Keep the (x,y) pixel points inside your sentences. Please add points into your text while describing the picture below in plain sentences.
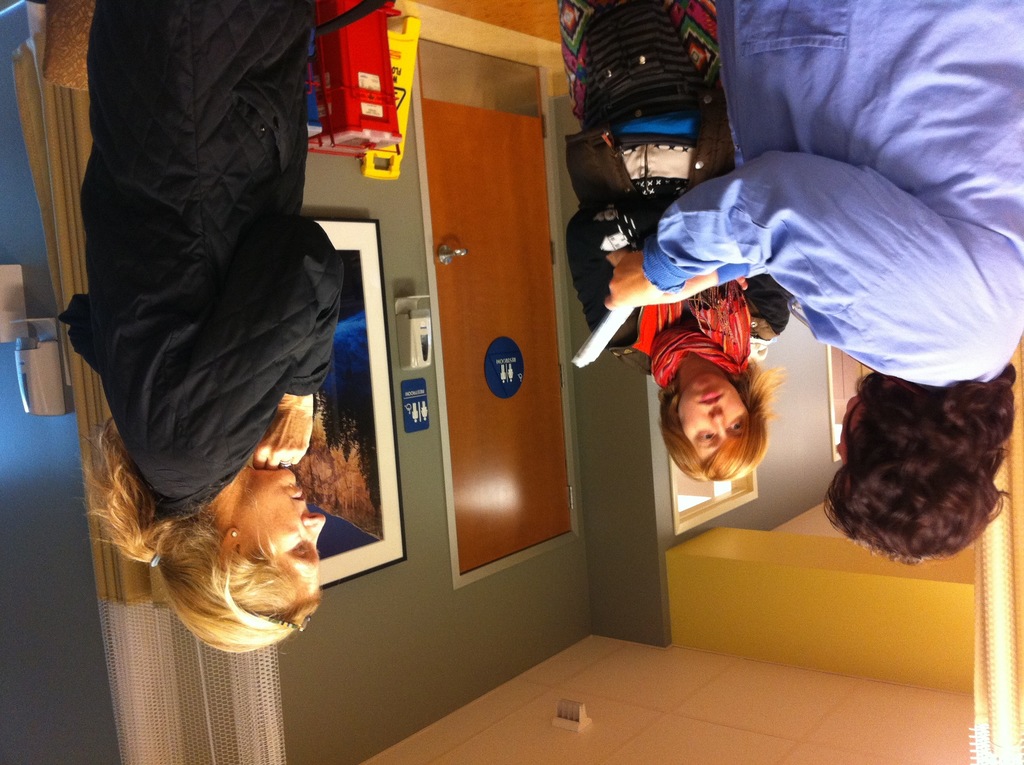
In this image we can see women (309,260) standing on the floor (469,3) and one of them is holding papers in her hands (606,298). In the background (463,300) we can see door (480,401), sign boards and wall hanging (373,440) attached to the wall (403,645).
